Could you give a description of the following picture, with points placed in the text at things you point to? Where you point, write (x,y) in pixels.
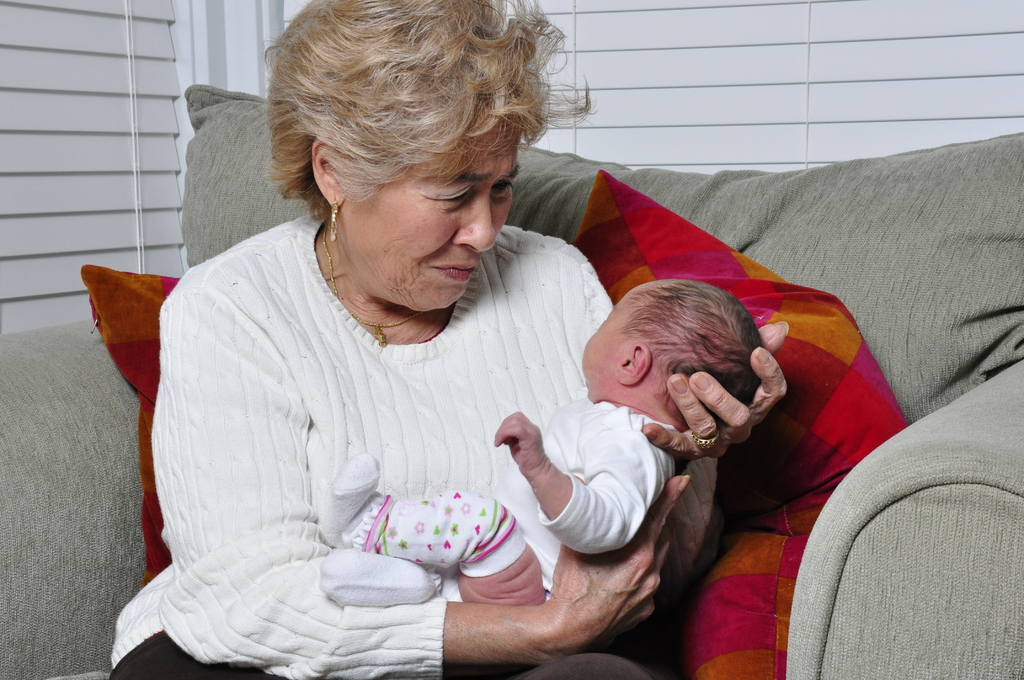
In this image we can see a woman (451,320) holding a baby (612,496) and sitting on the chair (95,564). We can also see the pillows (802,391). In the background (107,34) we can see the window mats (701,73).
